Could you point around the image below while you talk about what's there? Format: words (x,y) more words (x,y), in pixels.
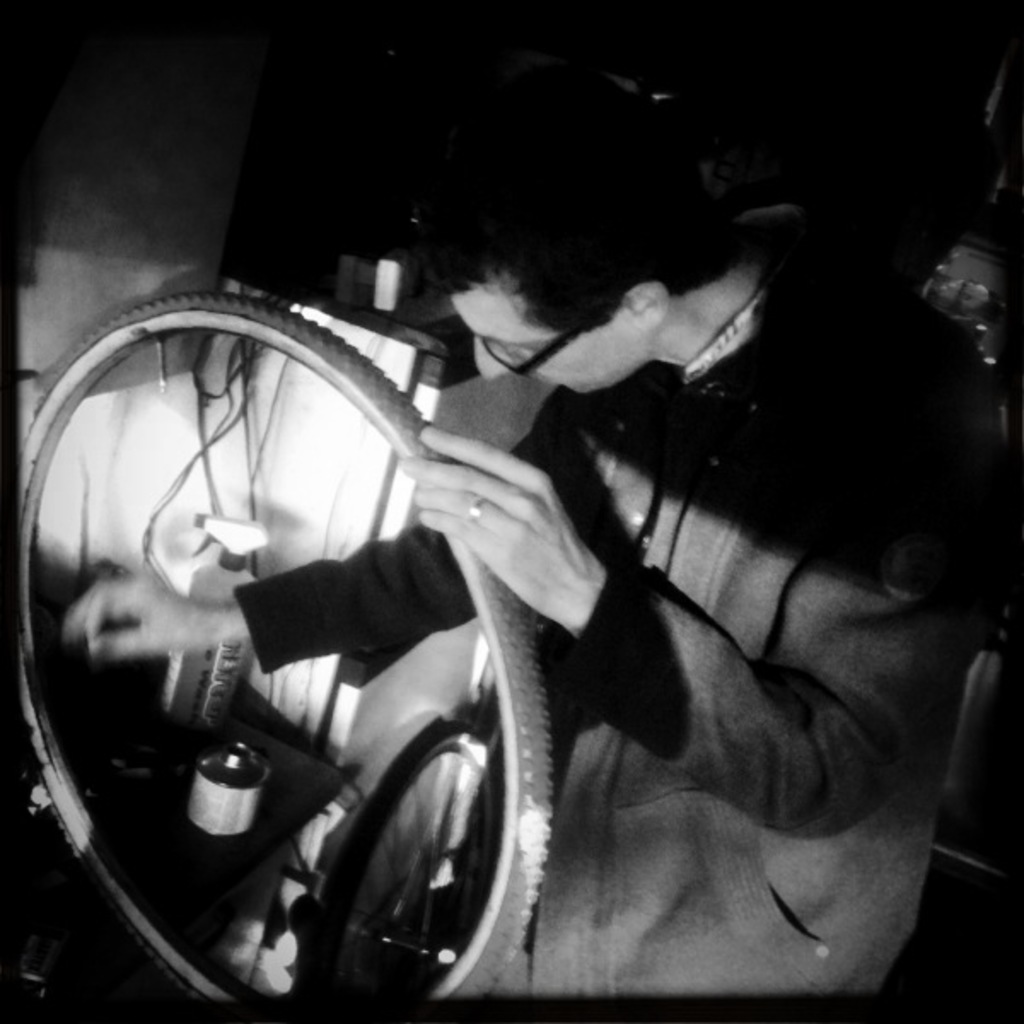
In this image we can see a black and white picture of a person (898,723) holding a tire (519,871) with his hand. On the left side of the image (192,801) we can see a bottle container (248,760) and placed on the table (272,832). In the foreground (440,851) we can see a wheel (446,924) placed on the ground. In the background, we can see a cupboard (414,355) and some cables (245,427).
